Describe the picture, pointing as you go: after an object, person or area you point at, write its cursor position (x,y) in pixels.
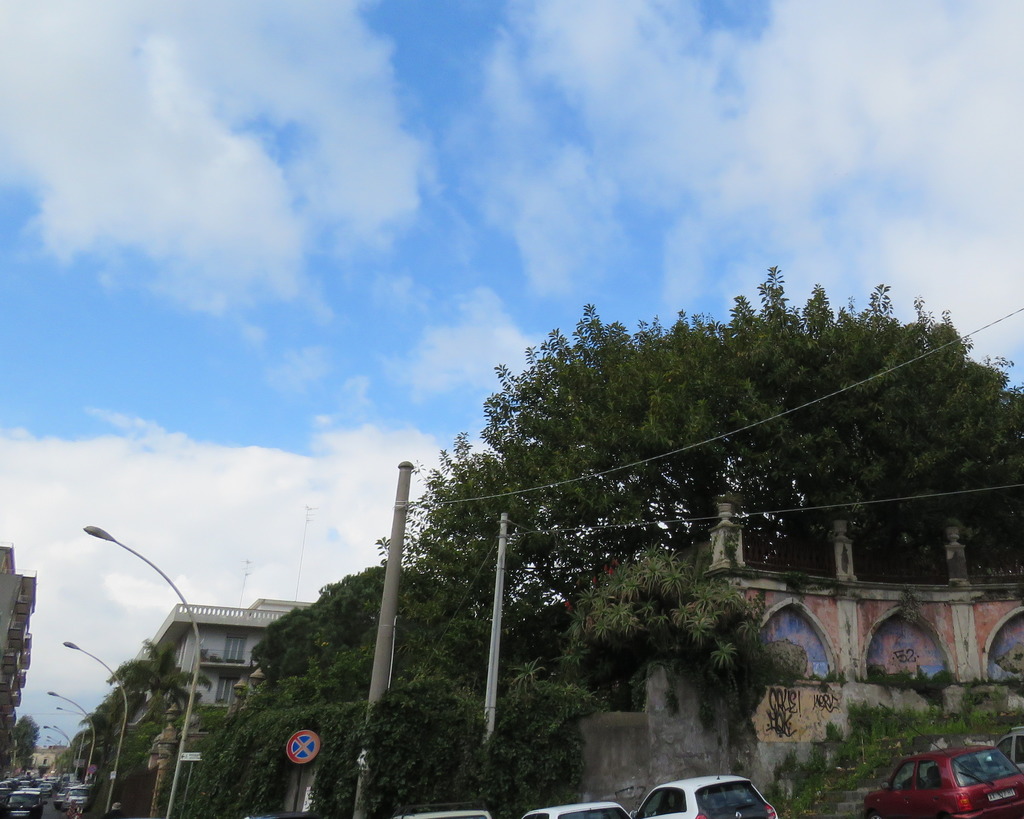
In this image, we can see trees (447,755), buildings (71,749), street lights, sign board (309,753), poles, walls (813,703), pillars (963,577), trees (972,508), plants (823,745) and grass (815,785). At the bottom (989,802), we can see few vehicles (886,816). Background there is a cloudy sky (347,335).
